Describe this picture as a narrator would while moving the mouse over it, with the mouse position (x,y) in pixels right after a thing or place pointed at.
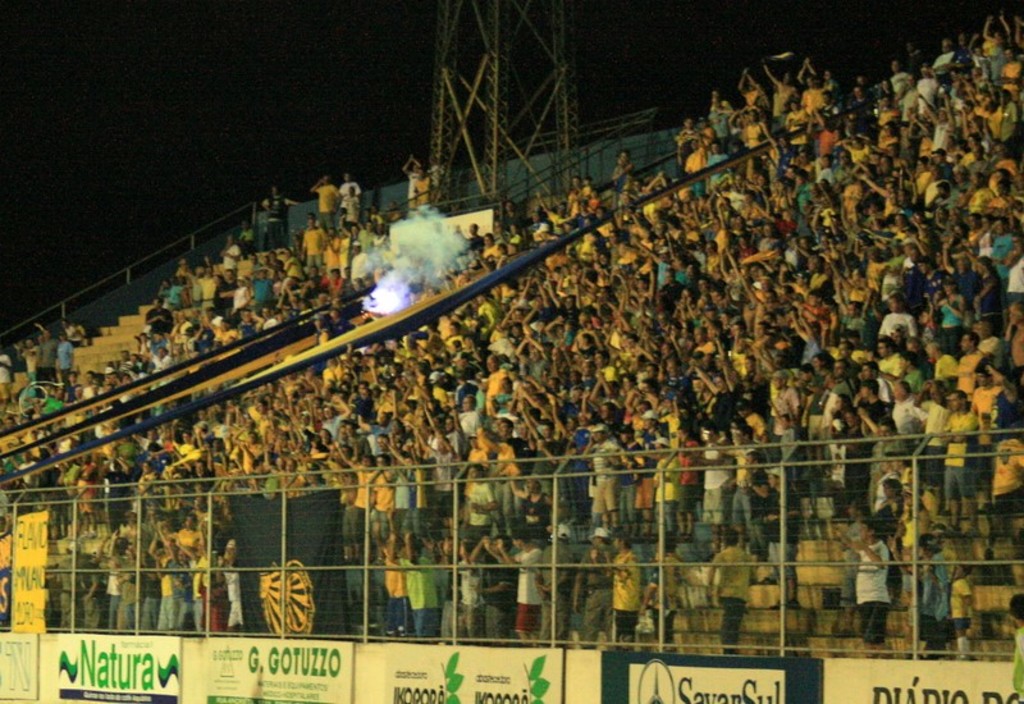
In this picture I can see there are a huge number of audience (687,319) standing and cheering here at right (702,325) and there is a banner (488,676) and a fence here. There is smoke (378,270) visible at the stands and there is a tower (496,9) in the backdrop (497,119) and the sky (202,62) is dark.
